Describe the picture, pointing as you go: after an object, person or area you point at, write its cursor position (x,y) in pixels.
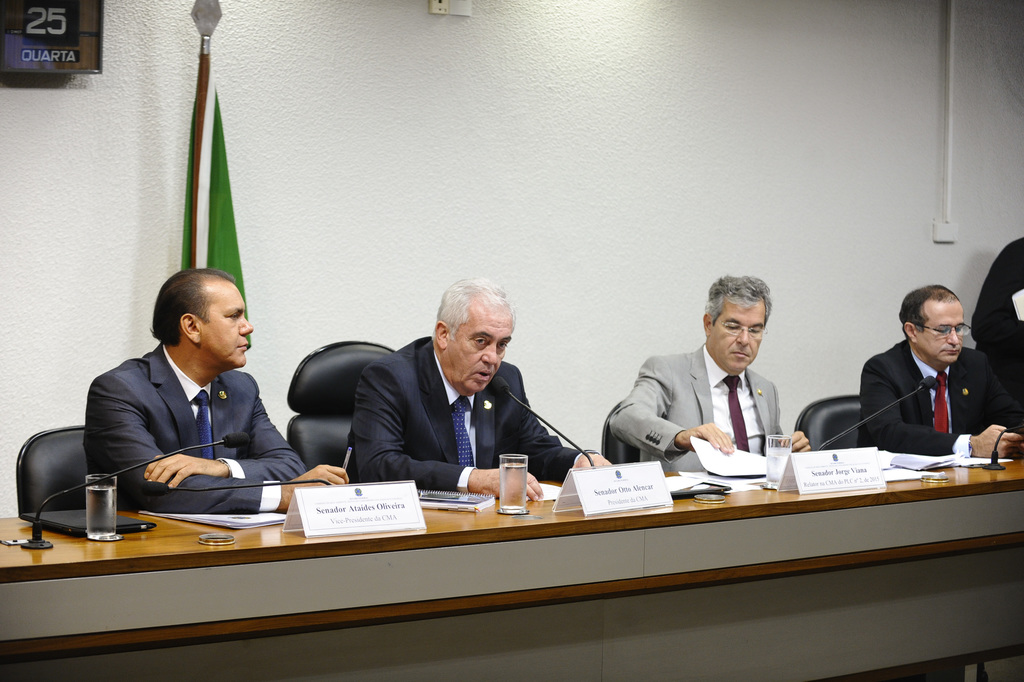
Here we can see that a group of people (216,415) sitting on the chair (342,395), and in front (517,480) here is the table (458,511) and glass (508,490) and microphone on it, and at back (422,119) here is the wall (321,108), and flag (217,159).
